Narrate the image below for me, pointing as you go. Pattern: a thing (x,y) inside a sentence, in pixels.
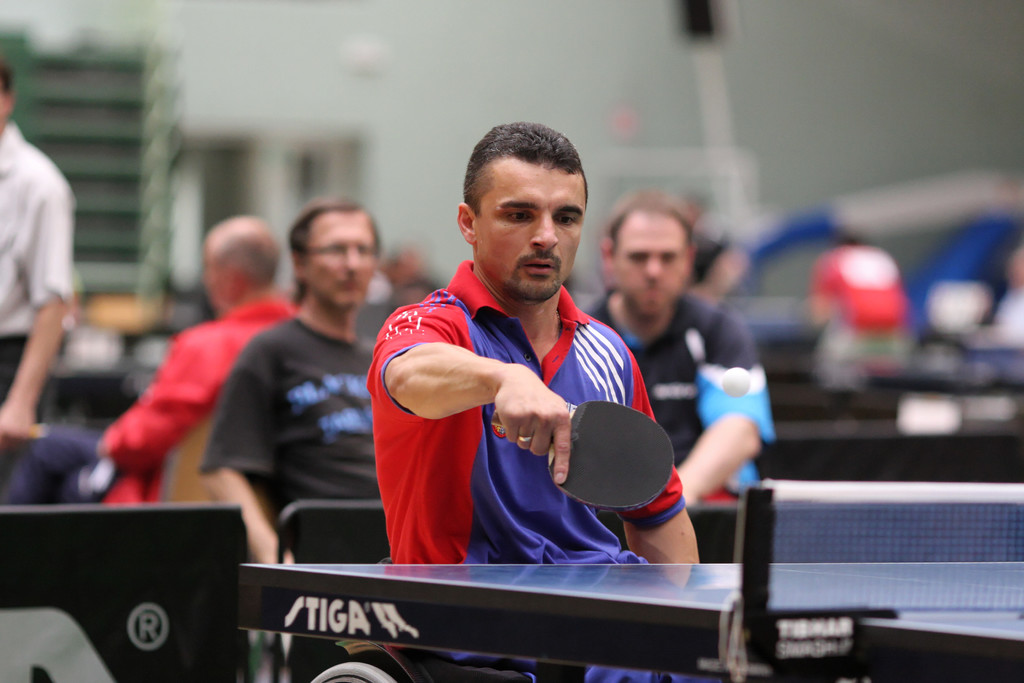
In this image, In the middle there is a table (597,588) which is in black color, There is a man (520,452) sitting and he is holding a black color object (614,459), In the background (743,259) there are some people (255,268) sitting and watching the match and there is a wall (462,82) which is in white color.
